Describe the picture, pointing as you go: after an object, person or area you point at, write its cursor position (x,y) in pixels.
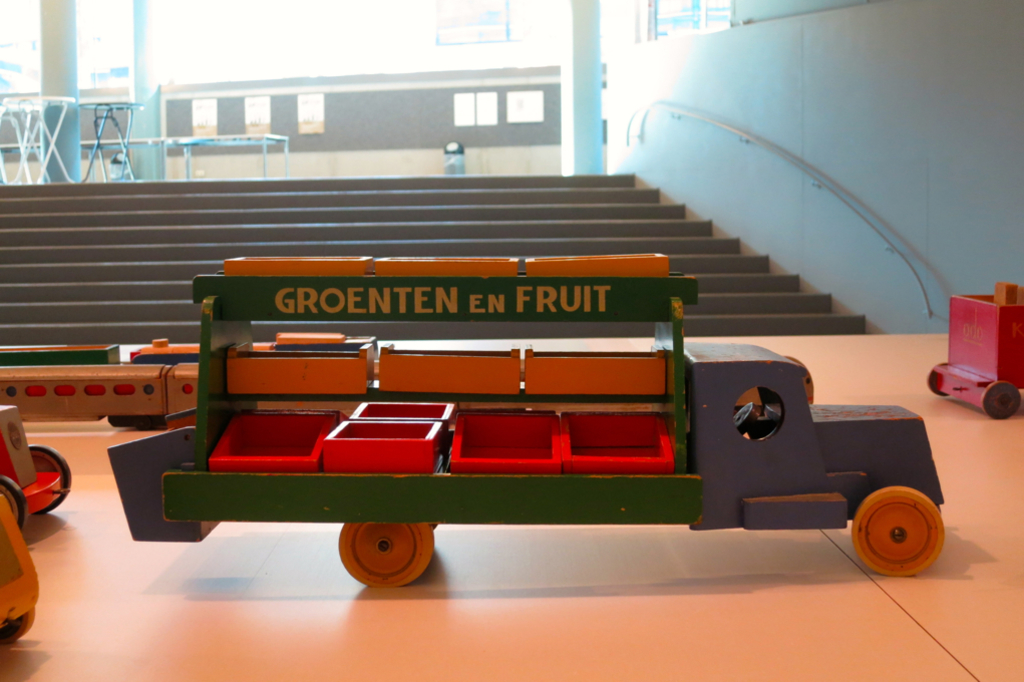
In this picture in the front (153,417) there are toy vehicles (460,417) and there is a text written on the vehicle (555,458) which is in the center (554,453). In the background (235,232) there are steps (143,235) and there are empty tables (25,101) and there are empty benches (196,141), there is a wall (415,127) and on the right side of the wall (800,149) there is a rod (834,194) and there are windows (232,36).
